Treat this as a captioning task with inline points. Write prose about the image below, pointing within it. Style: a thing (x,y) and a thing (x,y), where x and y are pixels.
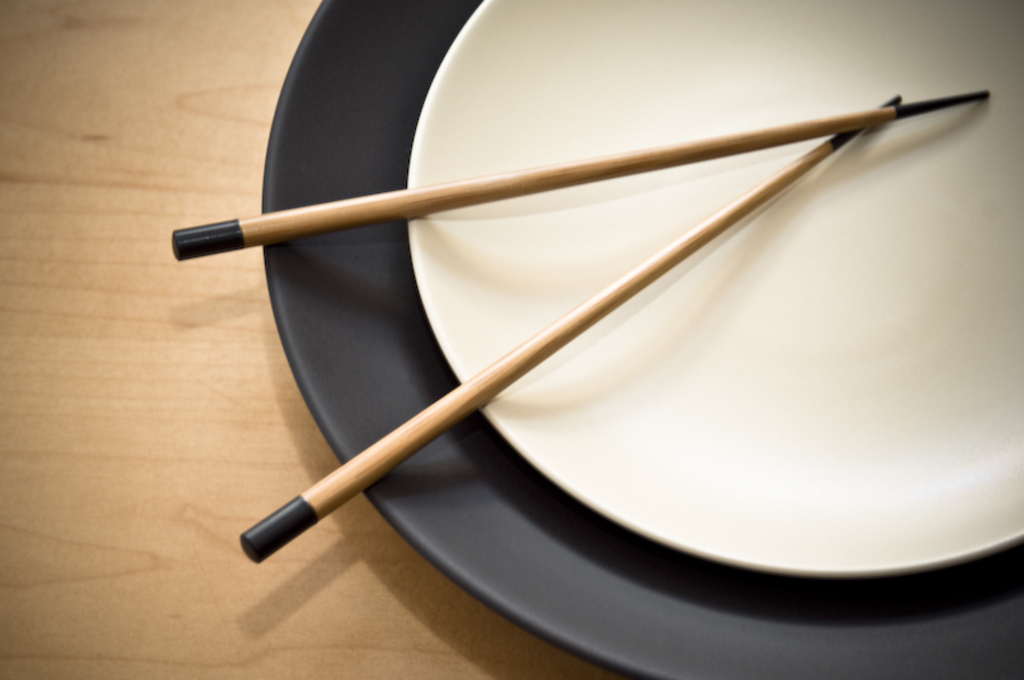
On the right side of the picture (874,199) there are two plates (559,476) and chopsticks (439,203). To the left (133,198) it is table (125,296).
